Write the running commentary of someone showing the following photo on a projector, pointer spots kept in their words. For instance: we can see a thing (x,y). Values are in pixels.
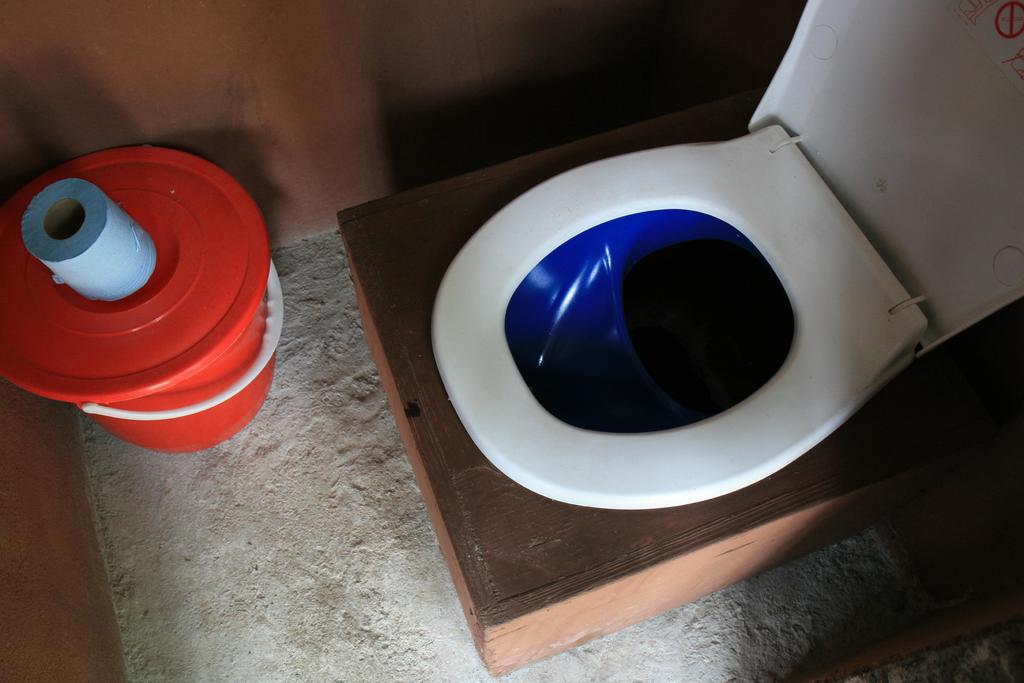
In the right side (861,192) it is a toilet seat (795,367) which is in white and blue color, In the left side (208,189) it's a bucket (232,310) which is in red color.
